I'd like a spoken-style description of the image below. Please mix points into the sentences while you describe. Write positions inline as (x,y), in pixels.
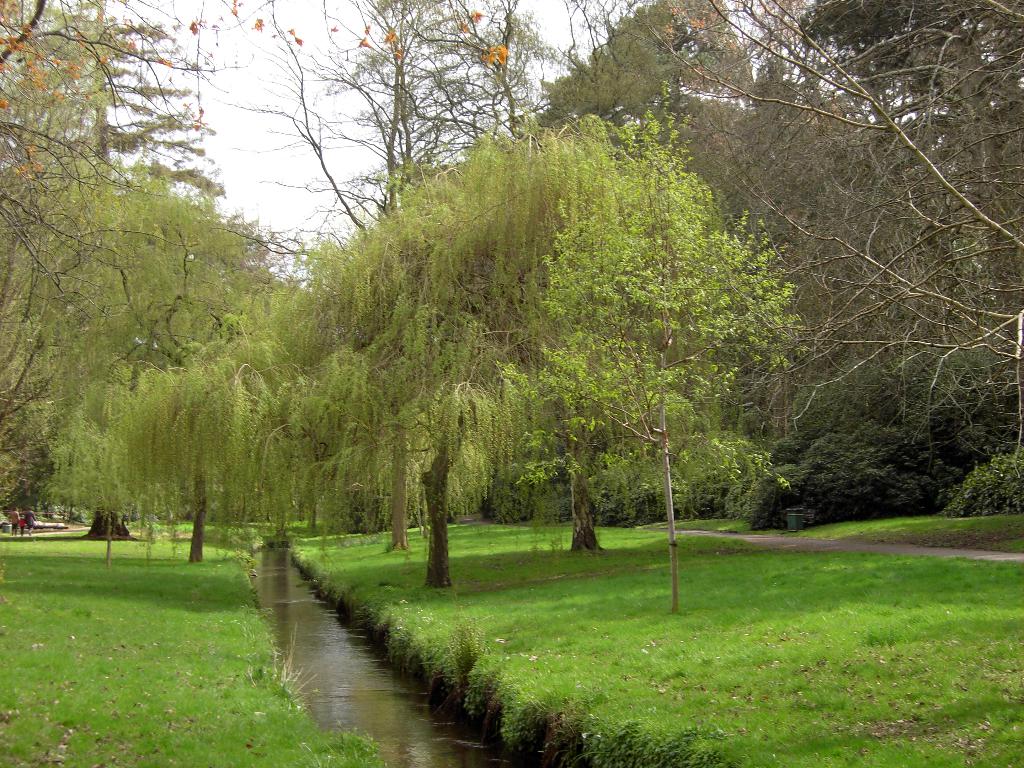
In this image I can see the water (318,663), some grass (642,648) on the ground (648,614), the road (813,539), few trees (526,438) and few flowers (496,47) which are orange in color. In the background (443,134) I can see few persons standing and the sky (319,122).
